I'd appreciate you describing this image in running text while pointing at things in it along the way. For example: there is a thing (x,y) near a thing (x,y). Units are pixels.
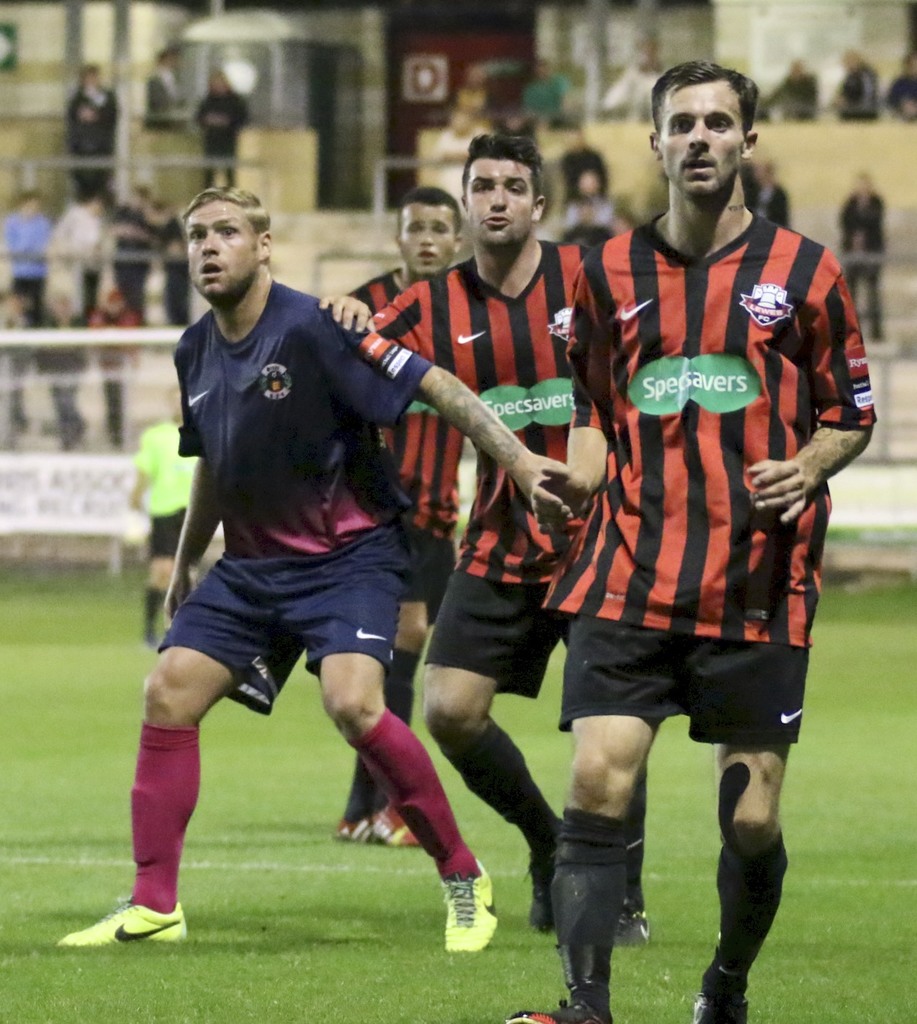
In this image there are people (702,538) playing a game. In the background (84,202) there is crowd (873,317) standing and we can see a fence (72,458). At the bottom (261,931) there is grass (303,1007).
